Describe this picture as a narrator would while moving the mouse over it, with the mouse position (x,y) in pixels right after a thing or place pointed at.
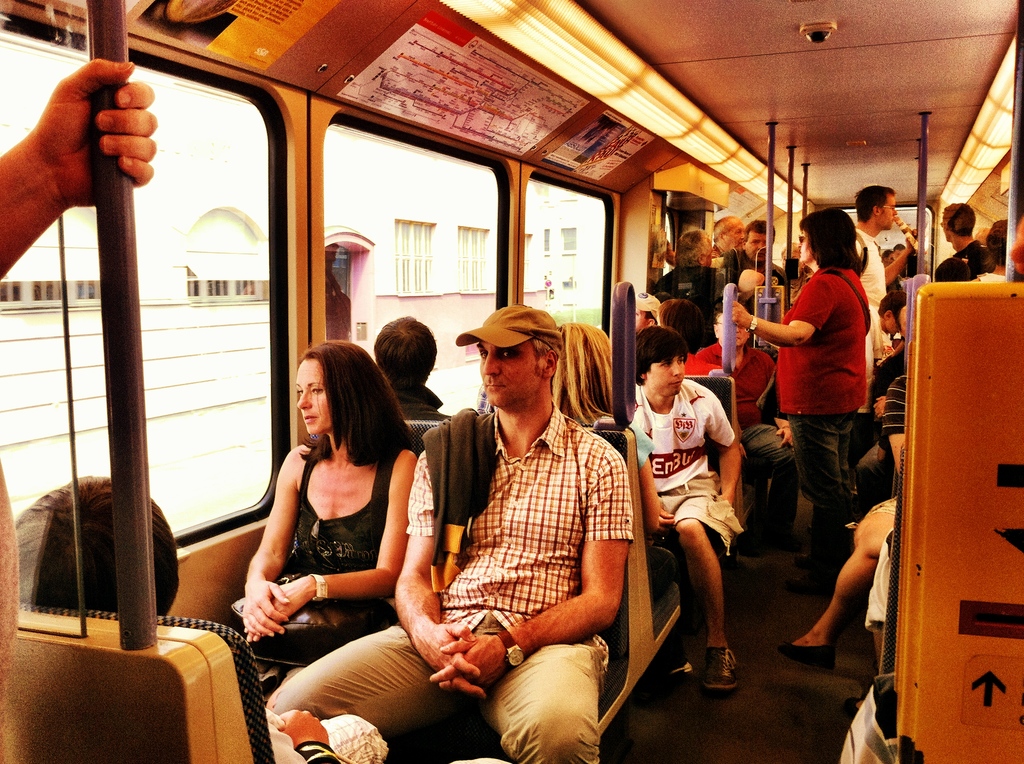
In the foreground (87,163) I can see a crowd (413,406) is sitting on the seats (644,612) and are standing in a bus (745,593) and windows (355,265) I can see. This image is taken may be inside a bus (666,754).
